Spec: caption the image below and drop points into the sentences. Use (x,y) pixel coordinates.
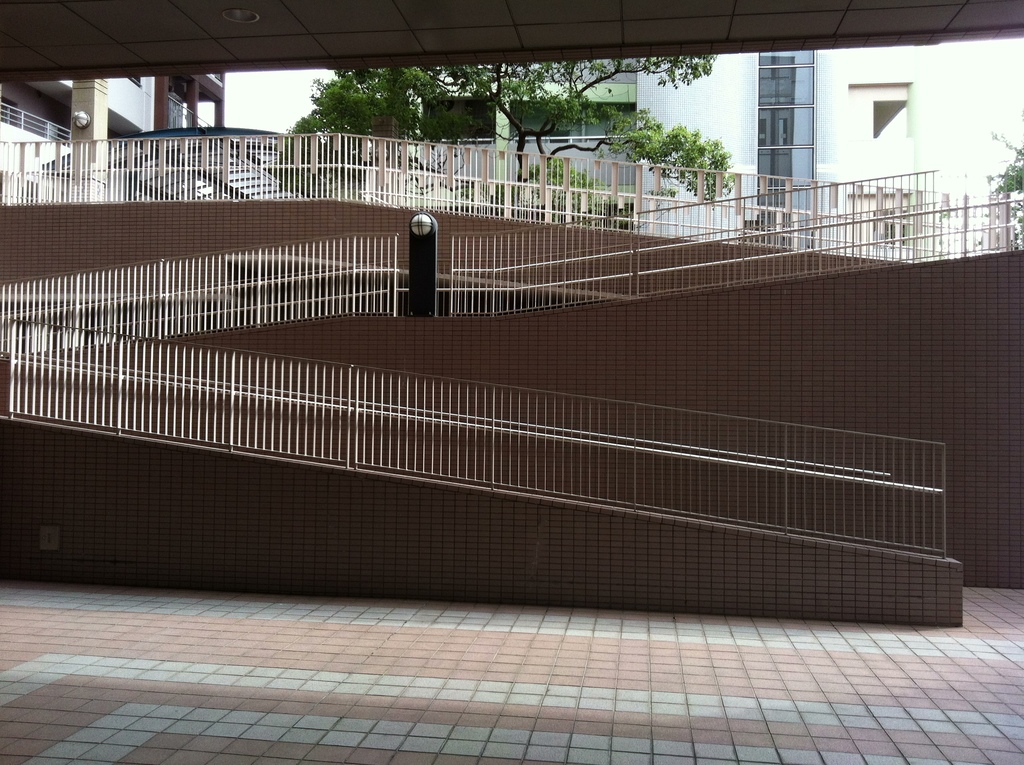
In the picture we can see a path (435,673) with tiles (461,673) and behind it we can see railing (833,531) and on the top of it we can see a building (103,84) and near it we can see a tree (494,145) and behind it also we can see a building (803,127) with a glass windows (797,168).
